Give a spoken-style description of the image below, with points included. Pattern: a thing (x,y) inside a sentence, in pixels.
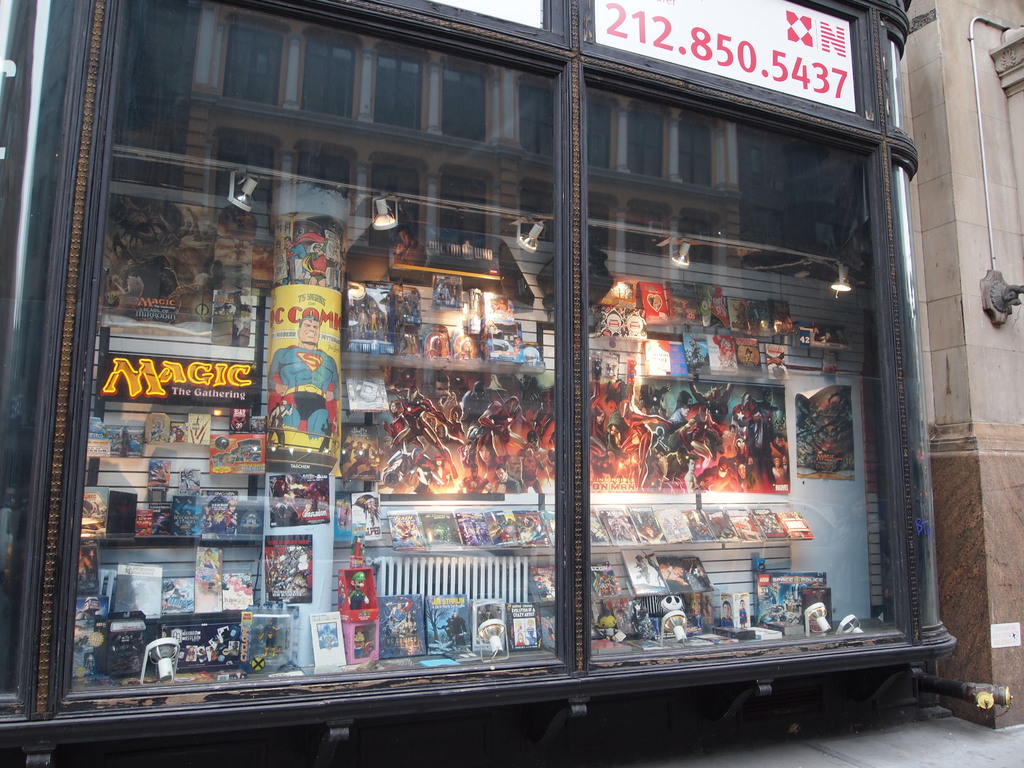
In the image there is a large cabinet (70,654) and a lot of things (278,553) related to comics were visible through the glass (473,153) in front of that cabinet (60,545) and some numbers (664,29) were written on the white background (774,33) on the right side (810,21). There is a wall (982,246) beside the cabinet (3,411).
